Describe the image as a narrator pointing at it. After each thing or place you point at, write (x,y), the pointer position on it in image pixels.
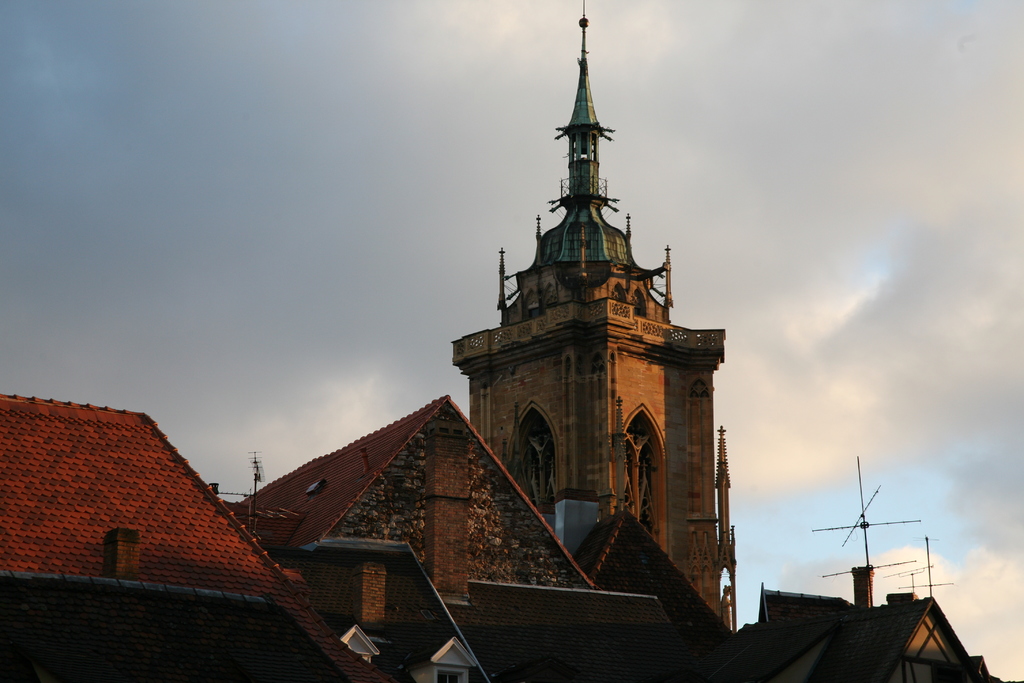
In this picture I can see roofs (308,614) on the houses (525,567). I can see tower construction (611,478). I can see television antennas (820,531). I can see clouds (661,212) in the sky (681,184).
